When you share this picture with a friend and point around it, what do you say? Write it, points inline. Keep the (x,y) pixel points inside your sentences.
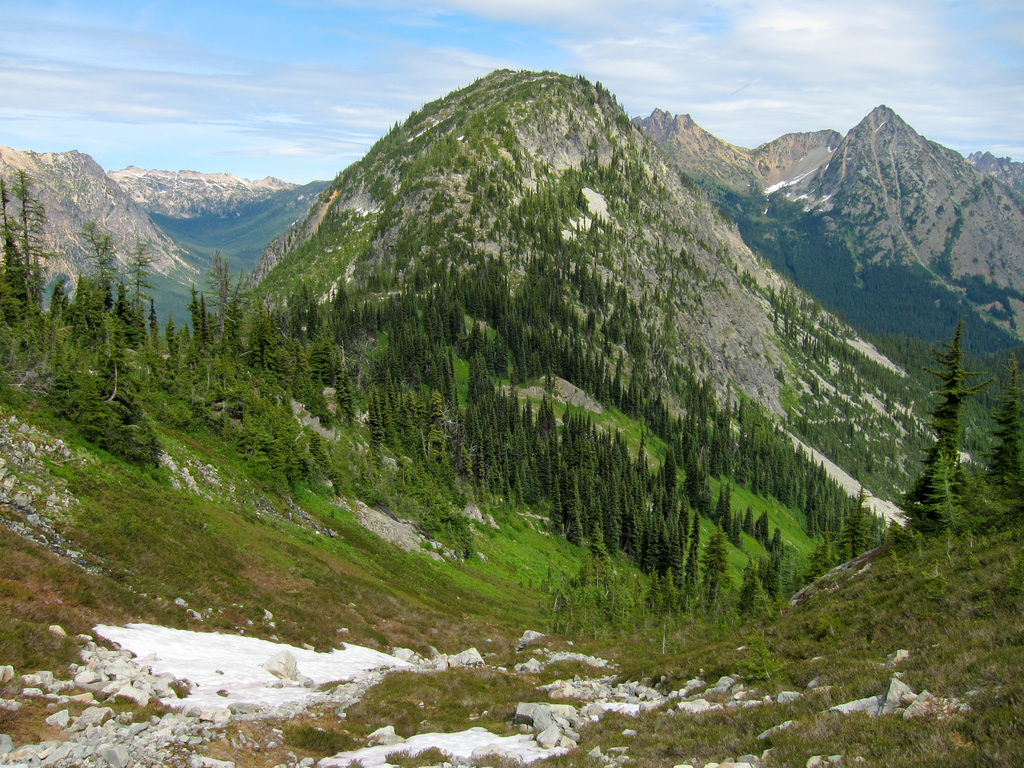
In the image there are hills (507,304) in the back (812,309) with trees (271,371) and plants (1019,621) all over it and in the front (148,637) it seems to be snow (165,643) on the land (136,583) and above its sky (418,60) with clouds (724,54).
